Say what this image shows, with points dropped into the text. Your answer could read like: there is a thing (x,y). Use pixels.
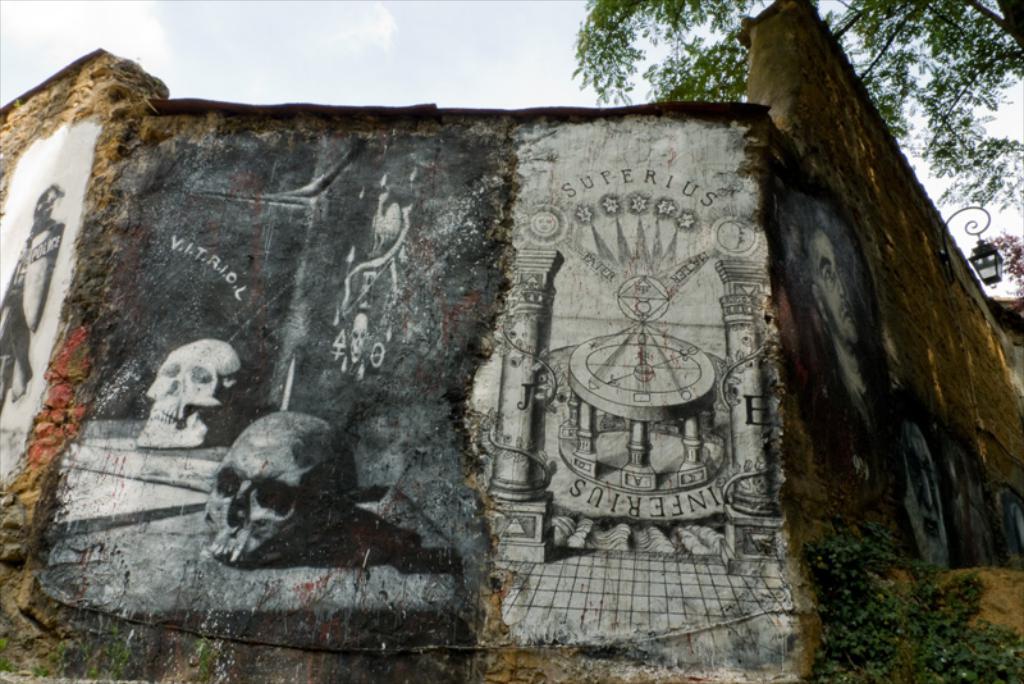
In this image we can see paintings (664,288) on the wall (844,246), trees (988,201), street light (976,250), creeper plants (918,574) and sky (367,74).
